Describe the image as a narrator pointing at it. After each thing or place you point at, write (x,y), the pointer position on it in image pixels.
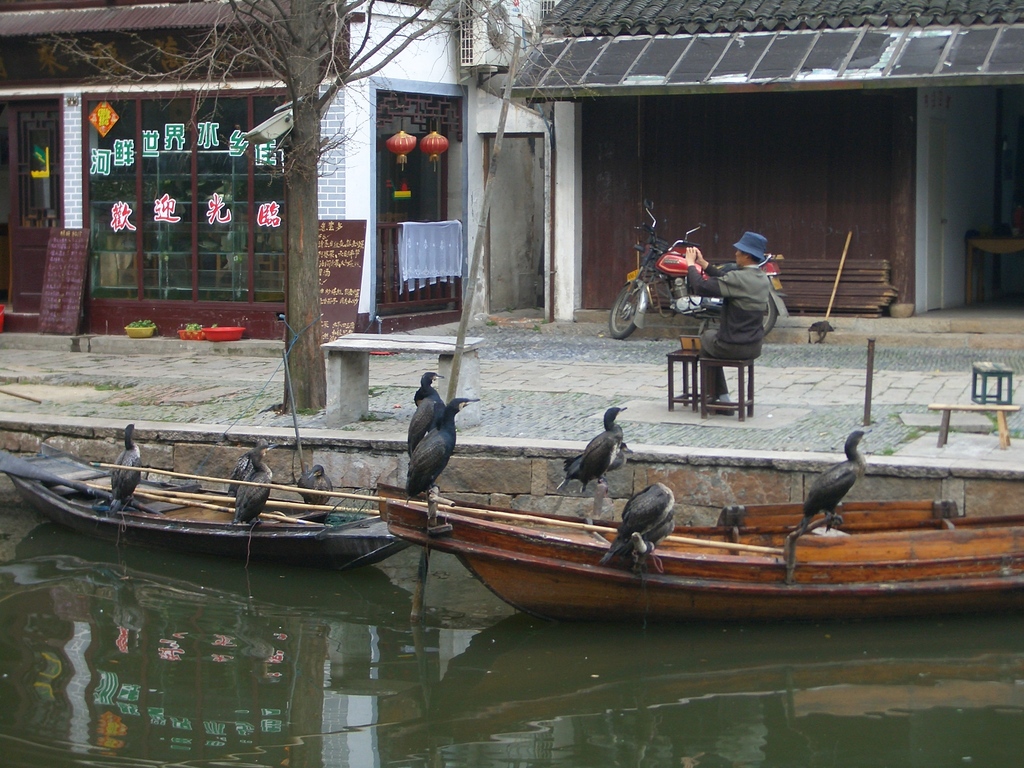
In the picture we can see a part of the water surface (843,624) with two boats (1003,537) in it, and on the boats (898,530) we can see some birds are sitting and beside it, we can see the path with a tree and beside it, we can see two small benches (346,355) and a man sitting on the stool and behind the man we can see two houses (923,153) with shops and one is closed and one is with glass wall (144,201).
